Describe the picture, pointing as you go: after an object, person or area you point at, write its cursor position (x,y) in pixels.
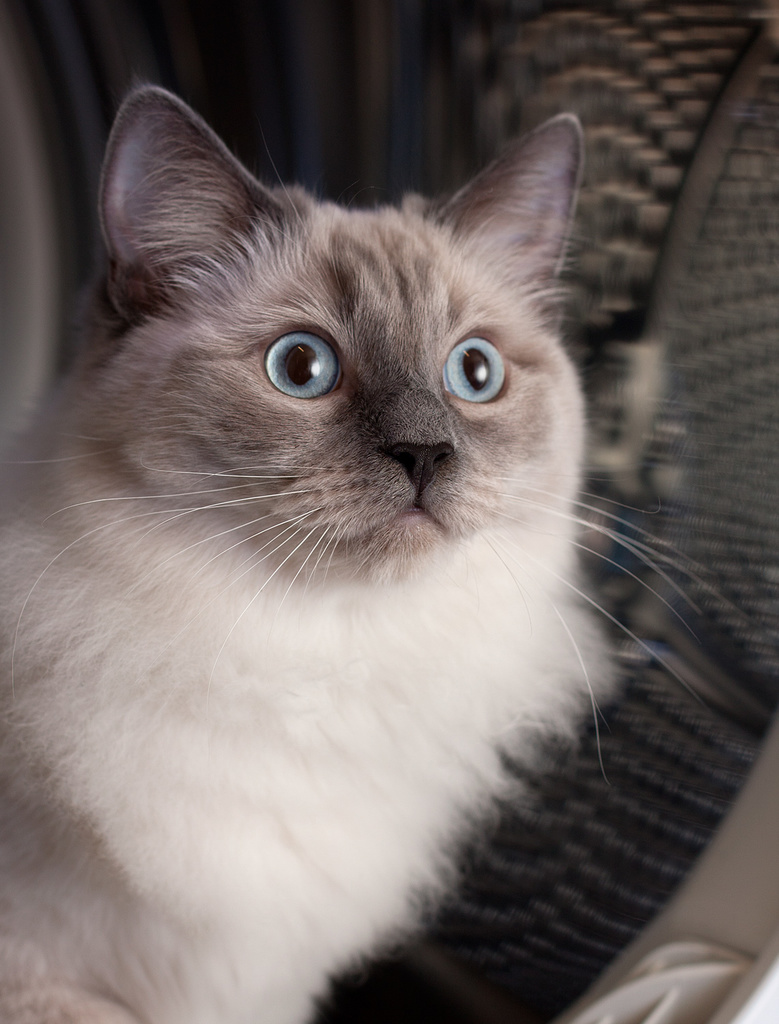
This picture shows a cat (232,689). it is white and brown in color.
